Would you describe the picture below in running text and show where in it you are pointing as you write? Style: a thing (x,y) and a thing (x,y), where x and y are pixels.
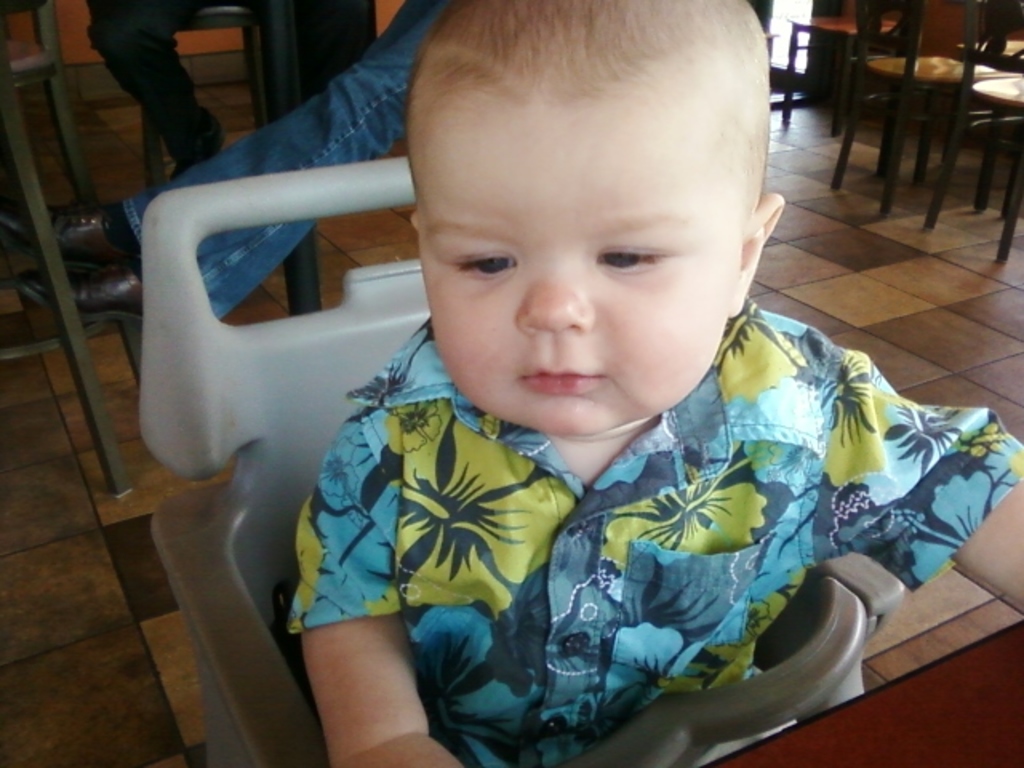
As we can see in the image there are chairs (875,12) and in the front (456,254) there is a child (439,501) sitting on chair (206,512).
